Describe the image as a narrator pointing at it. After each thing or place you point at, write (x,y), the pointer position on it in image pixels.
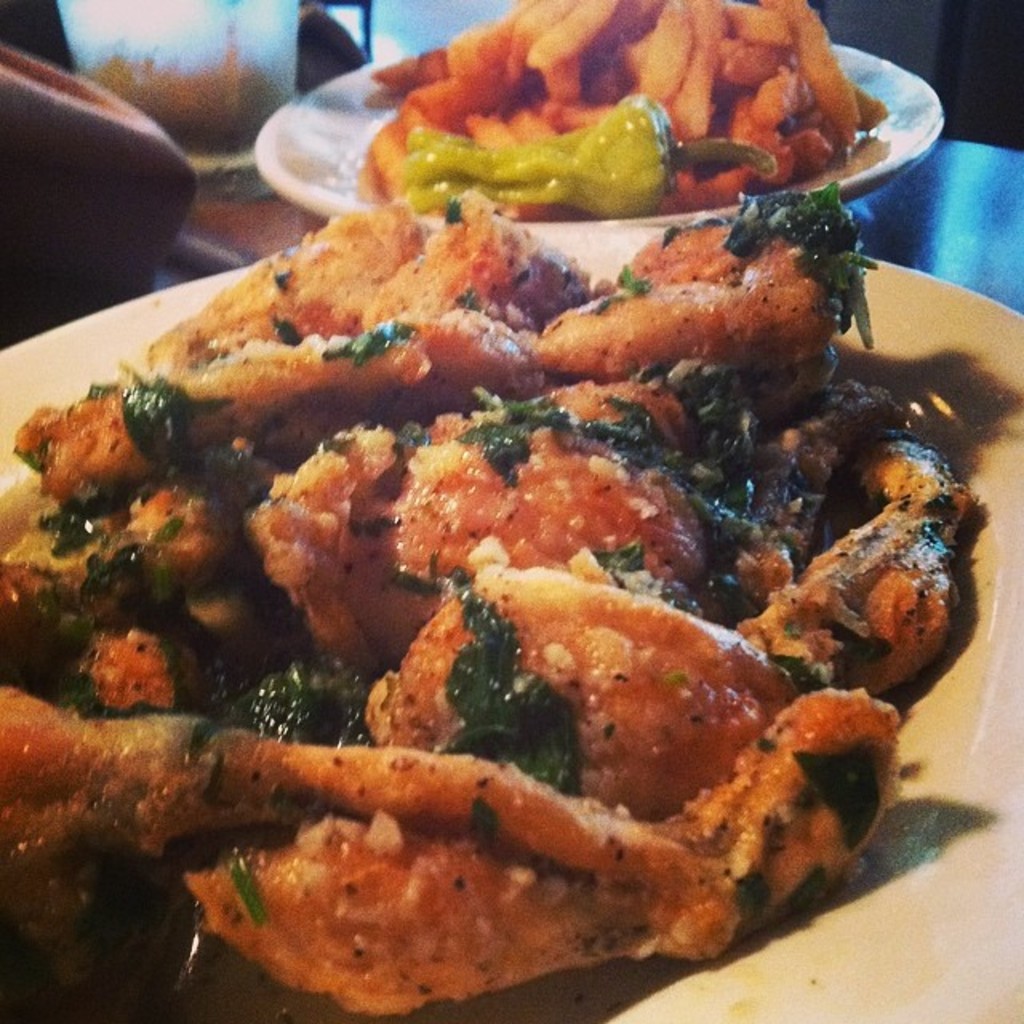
In this picture I can see food items (428,420) on the plates (994,434), and there are some other items (113,44) on an object (995,185).
